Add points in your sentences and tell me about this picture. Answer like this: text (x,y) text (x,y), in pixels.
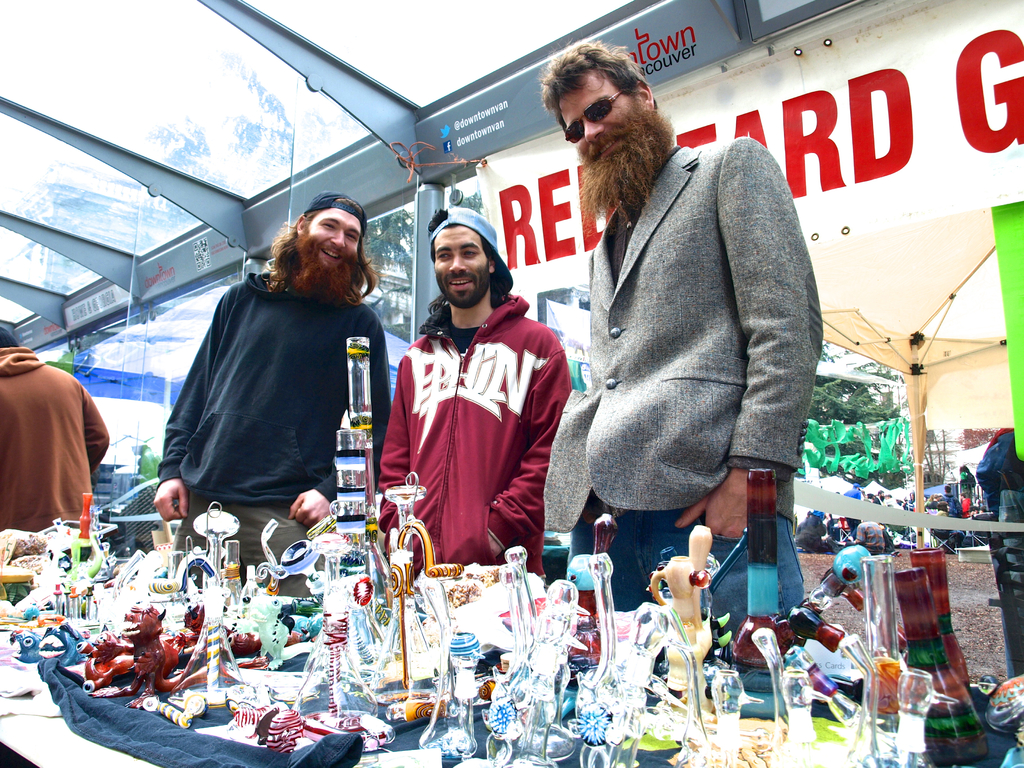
This image consists of three men (469,365). In the front (406,699), we can see a table (70,751) on which there are many things (327,659) kept which are made up of glass (509,589), and there are toys (37,648). In the background (965,200), we can see a banner (925,204). At the top (277,175), there is a roof (317,170). On the left (21,409), there is a person (15,513). In the background (835,525), there are many people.
